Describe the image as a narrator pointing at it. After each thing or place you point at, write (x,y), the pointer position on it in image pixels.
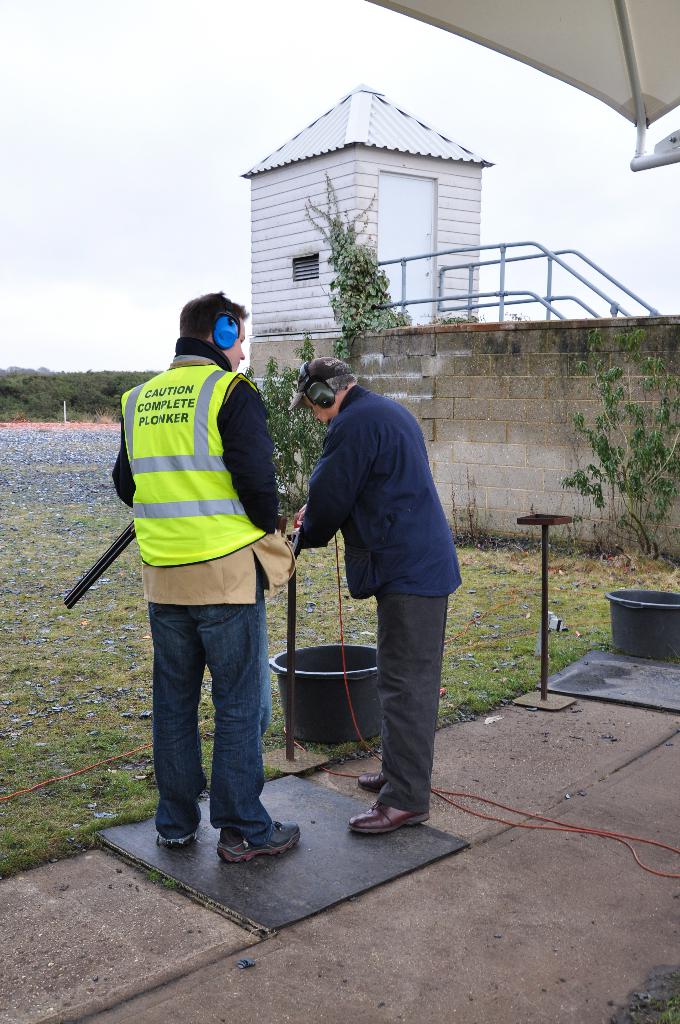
In this picture we can observe two men (404,639) standing. One of them is wearing green color coat (178,495). We can observe black color baskets (324,680) on the floor (448,724). We can observe white color cabin (402,232) and a wall (438,380). There are some plants (280,373). In the background (103,195) there is a sky (115,197).
